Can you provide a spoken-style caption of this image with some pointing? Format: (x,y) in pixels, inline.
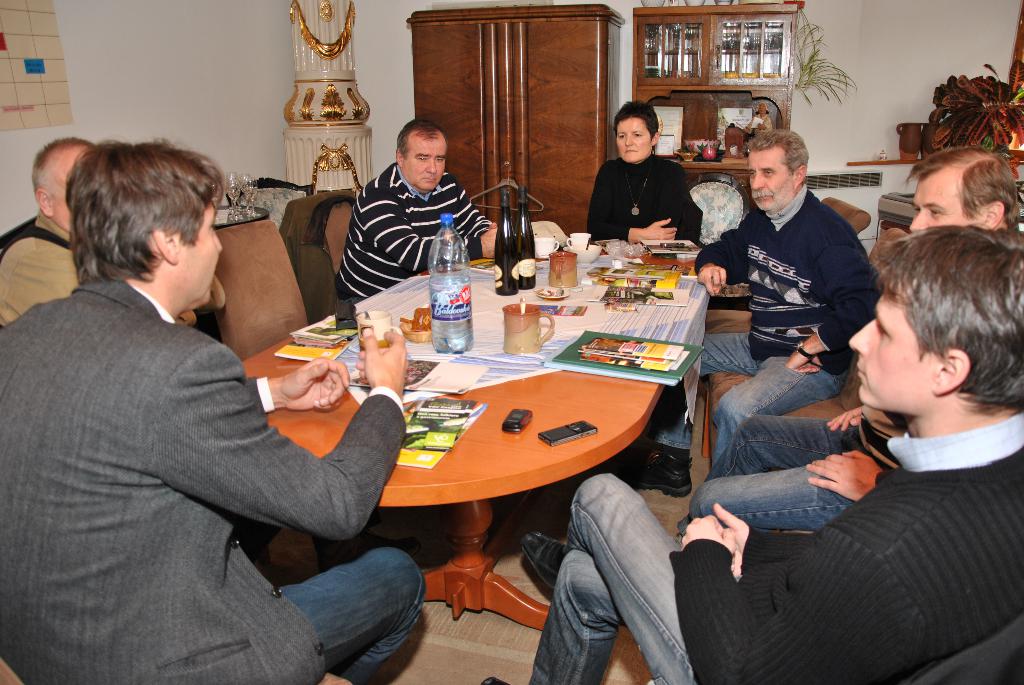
There are group of people (322,491) sitting on the chair (230,324) at the table (520,389). On the table (489,374) there are wine bottles (520,284), books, papers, mobile phones (520,419), water bottle (441,328) and cups (519,351). In the background (520,169) there is a wall (842,154), cupboard (557,109), plant (954,137).
